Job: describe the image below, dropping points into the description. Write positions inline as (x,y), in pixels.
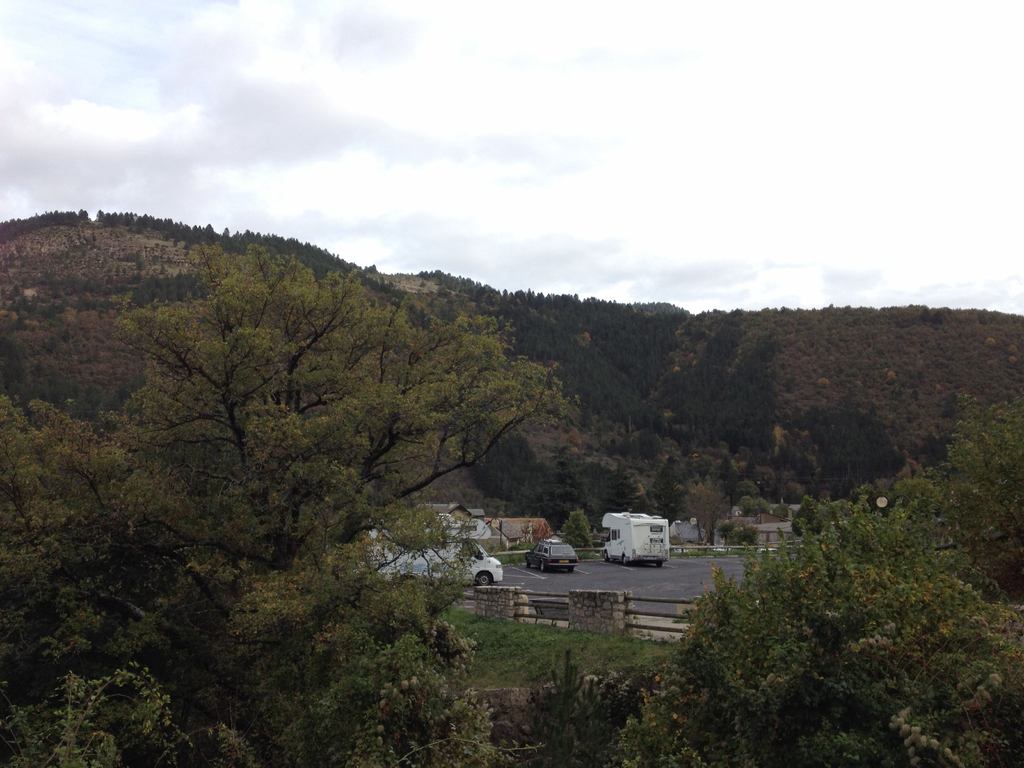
In this picture there are trees (159,529). Behind the trees (203,512) there is a railing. There is grass (527,656) on the ground (517,665). On the other side of the railing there is a road (600,587). There are vehicles (534,556) on the road (534,569). Behind the vehicles (564,552) there are mountains (440,274). There are trees (674,373) on the mountains (692,371). At the top (432,75) there is the sky (362,103).
